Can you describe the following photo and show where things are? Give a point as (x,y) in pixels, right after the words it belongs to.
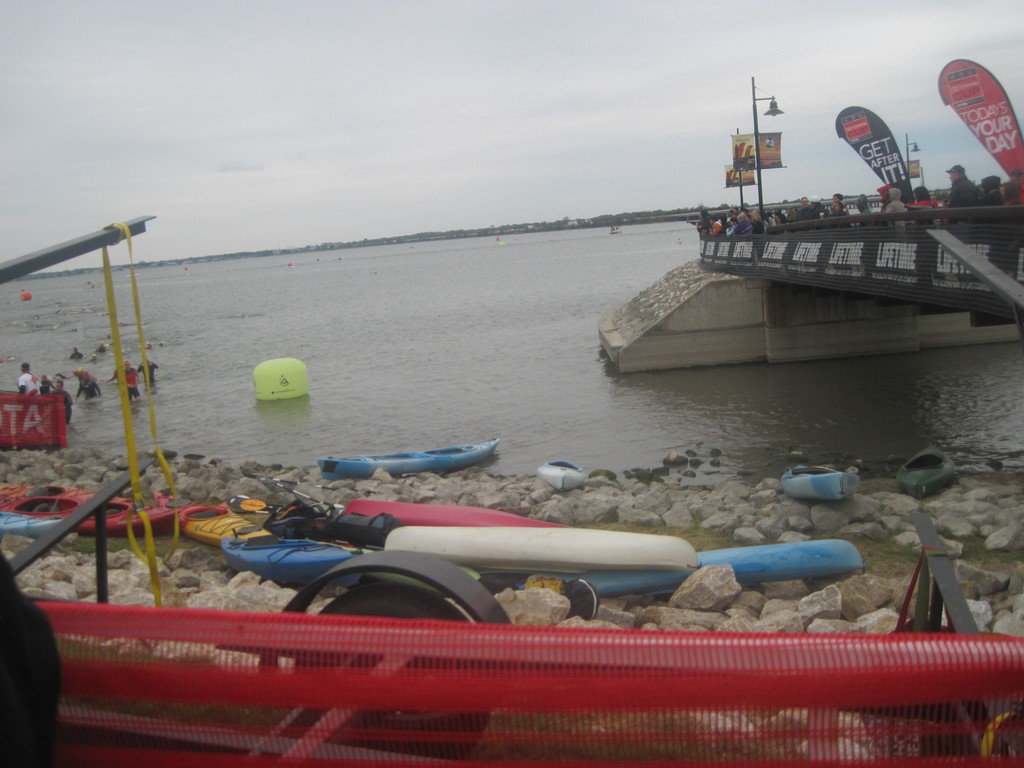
At the bottom of the image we can see one vehicle (428,565). On the vehicle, we can see red cloth (387,621) and yellow color belt (147,366). In the center of the image (505,484), we can see stones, one banner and few boats (410,515) with different colors. On the right side of the image (862,220), there is a bridge (862,237). On the bridge (882,211), we can see banners (871,257), on pole (906,147) and few people (1021,202) are standing. In the background (533,130) we can see the sky (339,217), clouds (464,229), water (455,299), boats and few people (131,370) are standing.
